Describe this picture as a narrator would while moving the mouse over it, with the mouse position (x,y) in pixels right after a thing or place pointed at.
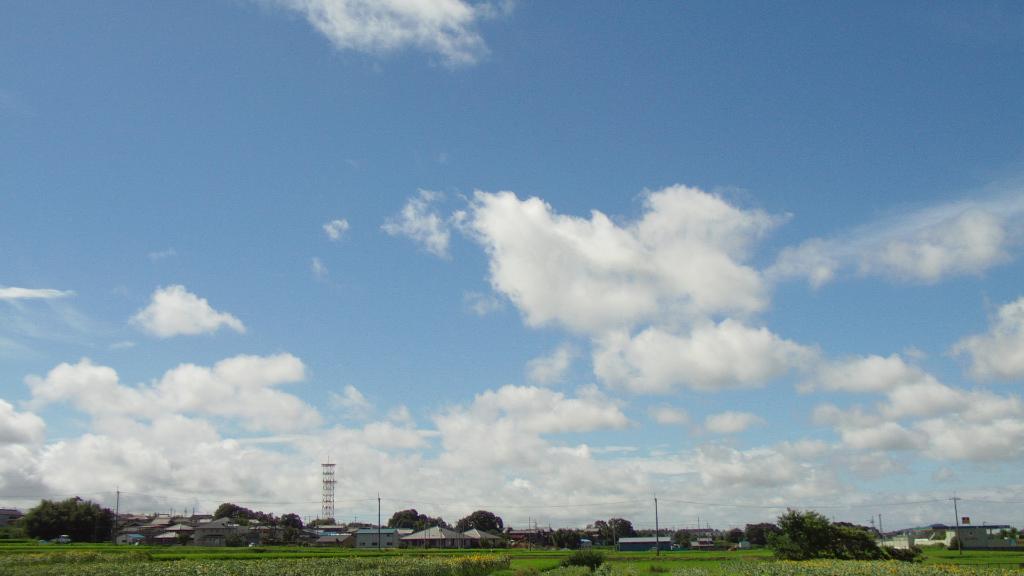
In this image, we can see some houses (426,531), poles (655,545), wires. We can see some grass (532,564), plants (410,568) and trees (730,536). We can also see the sky (356,470) with clouds (279,478). We can see a tower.
